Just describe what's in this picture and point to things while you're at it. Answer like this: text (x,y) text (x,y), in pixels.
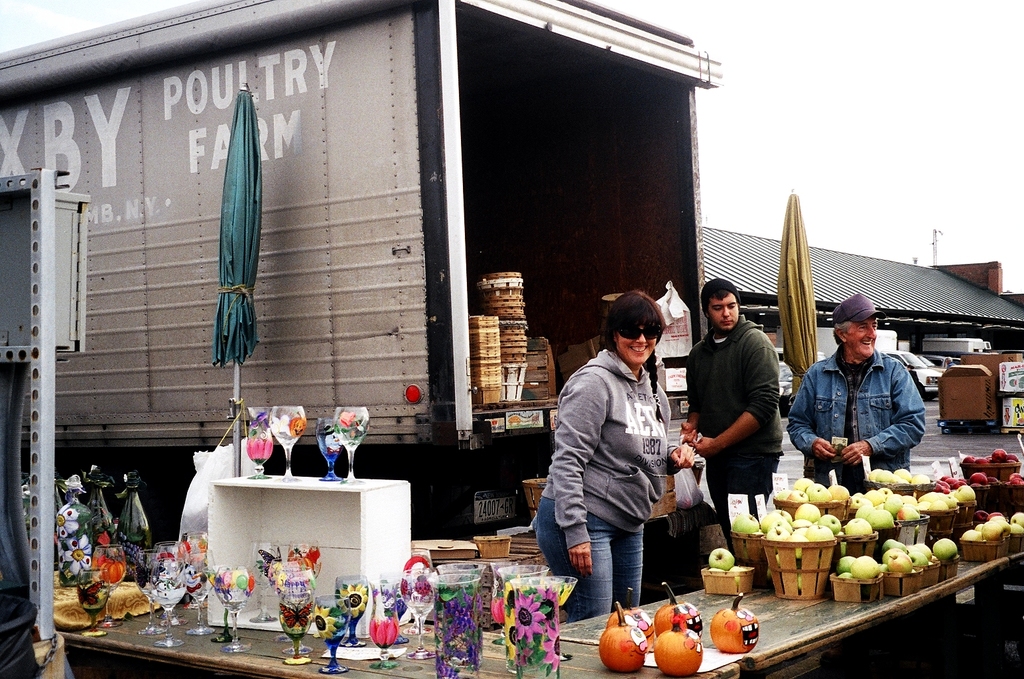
This image consists of a truck (518,410). In the front (238,592), we can flower vases (476,638) and fruits (908,558) kept in the baskets (816,578). And there are three persons (827,421) in this image. At the bottom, there is a road (983,446). In the background (937,341), we can see many vehicles (817,359) and a shed (1008,324). At the top (894,53), there is sky (757,165).
